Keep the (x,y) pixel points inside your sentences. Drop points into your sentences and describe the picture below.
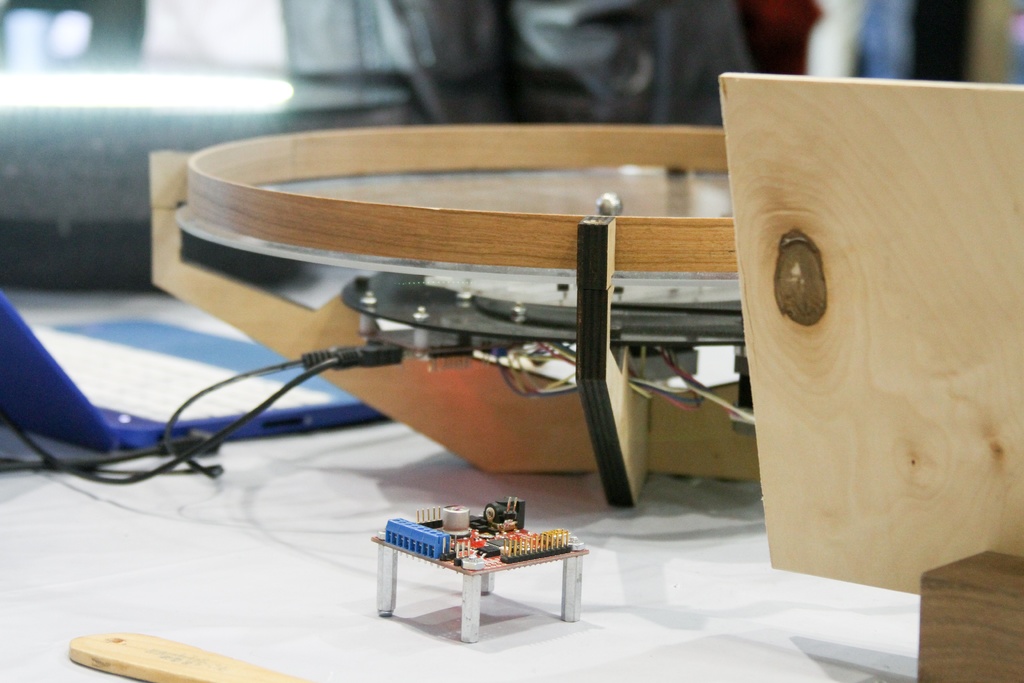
In this image I can see there is a table (525,475). On the table (634,561) it looks like a musical instrument (634,312). And there is a laptop (155,419) in it. And at the back (835,53) it looks like a blur.
